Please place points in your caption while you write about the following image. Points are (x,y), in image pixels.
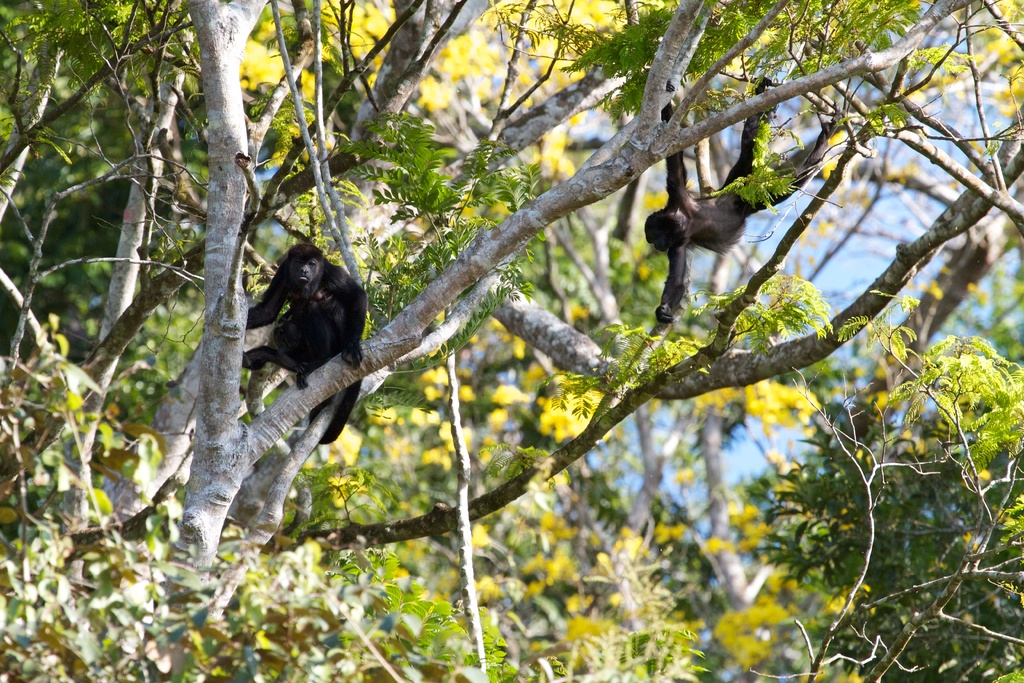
In this picture we can see apes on the branches (812,352) of trees (481,468). In the background (958,327) there is sky (732,456).
